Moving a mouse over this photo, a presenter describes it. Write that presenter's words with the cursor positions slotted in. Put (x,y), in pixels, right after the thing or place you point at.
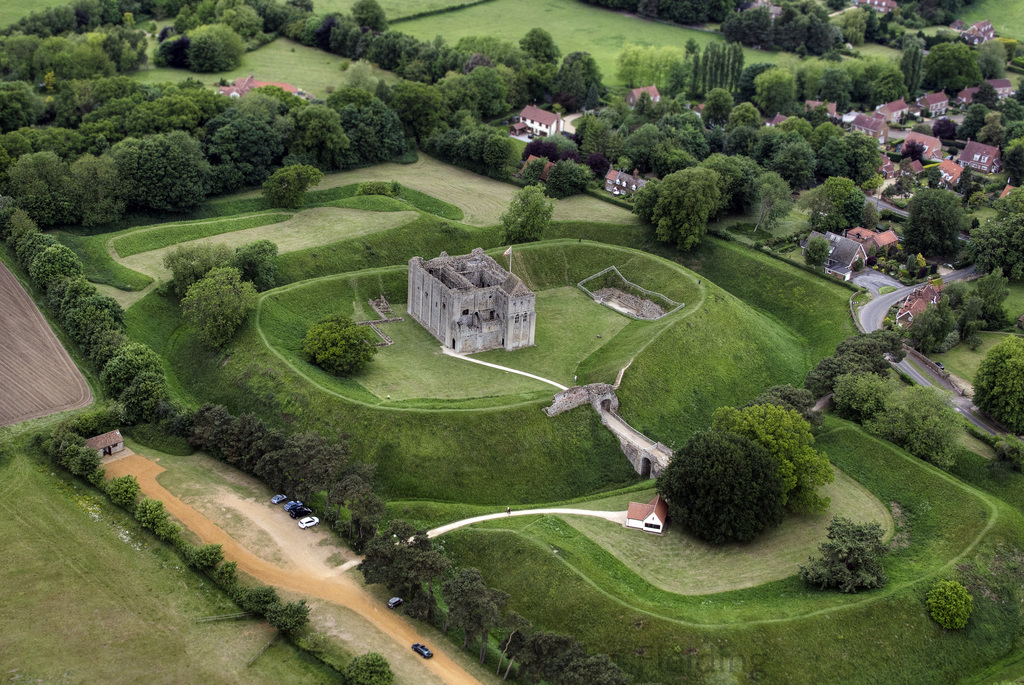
In this picture there are buildings (455,336) and trees (660,81) and there is a flag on the top of the building (516,290) and there are vehicles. At the bottom (735,631) there is grass (731,587) and there is ground (383,621).
